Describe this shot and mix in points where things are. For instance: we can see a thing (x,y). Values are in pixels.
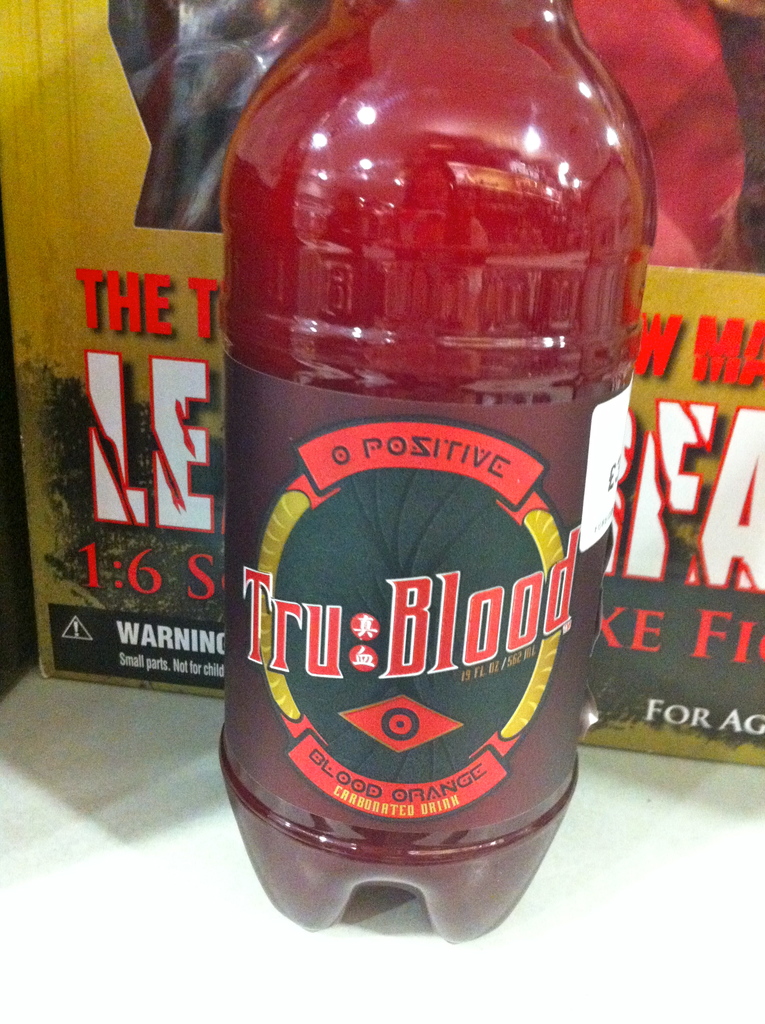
In this image we can see a bottle (486,482) with label (406,559) and drink (434,284) in it. In the background (722,539) we can see a box (194,350).
